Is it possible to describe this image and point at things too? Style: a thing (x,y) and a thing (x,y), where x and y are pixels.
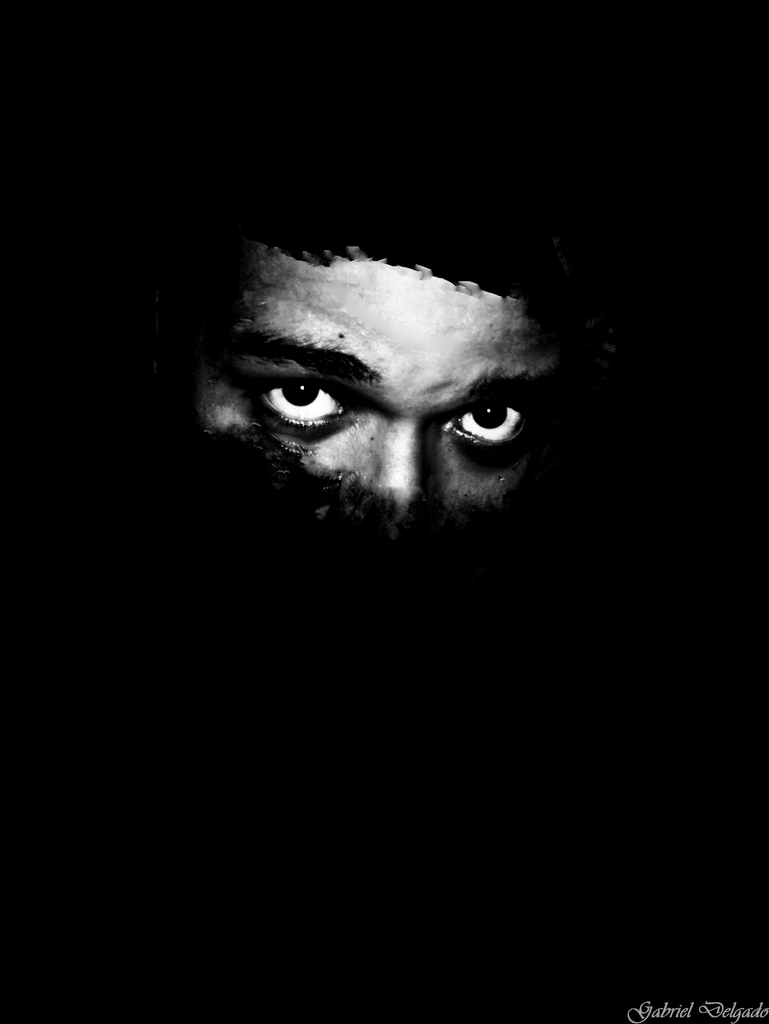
In the picture we can see face (355,389) of a person (356,396).
